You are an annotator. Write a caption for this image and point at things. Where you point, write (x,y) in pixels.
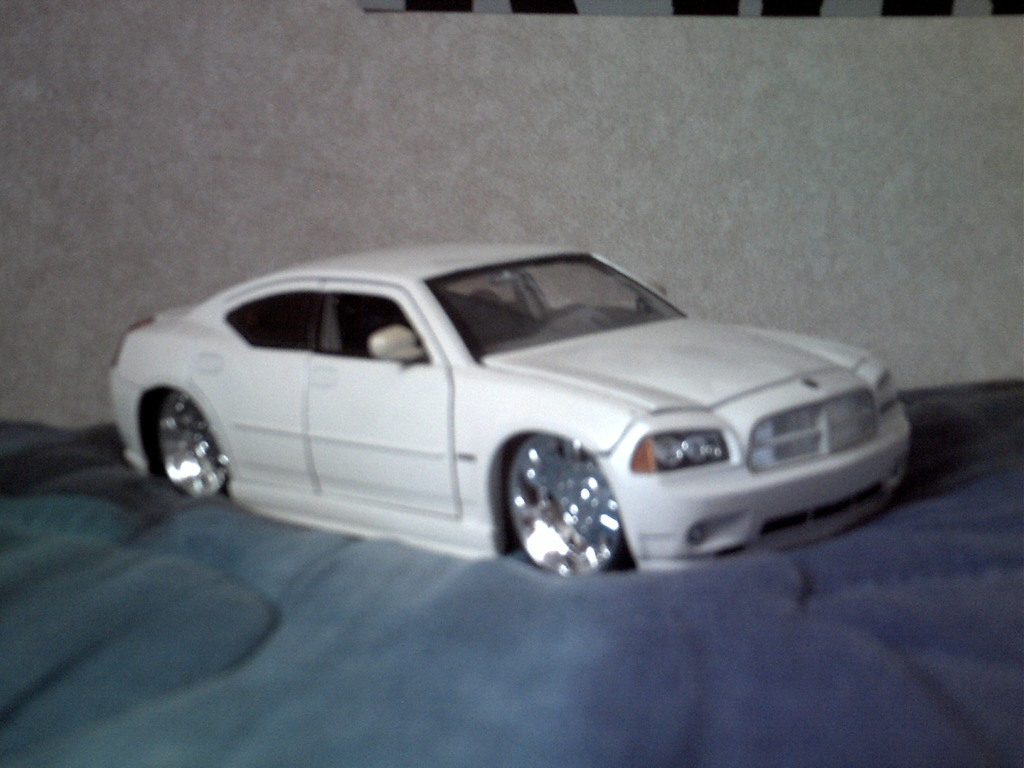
In this image there is a white car (534,416). In the background (520,100) there is a wall (500,97).
